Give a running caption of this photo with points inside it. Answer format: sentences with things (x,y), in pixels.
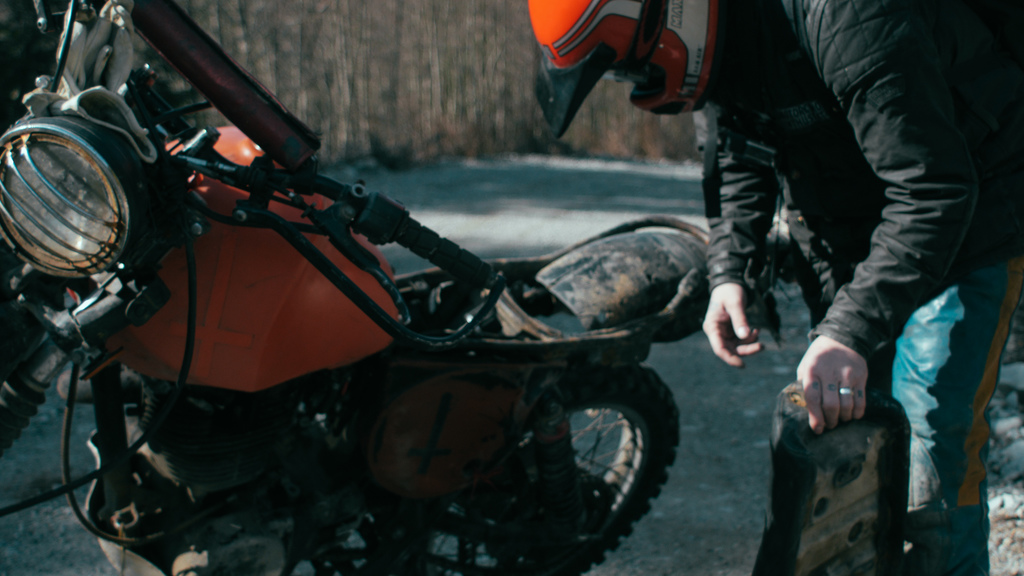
In this image on the left side (159,226) there is a bike (418,276), on the right side (795,152) there is one man (870,171) who is wearing helmet (704,35) and he is holding something. At the bottom (743,566) there is road (711,380).
